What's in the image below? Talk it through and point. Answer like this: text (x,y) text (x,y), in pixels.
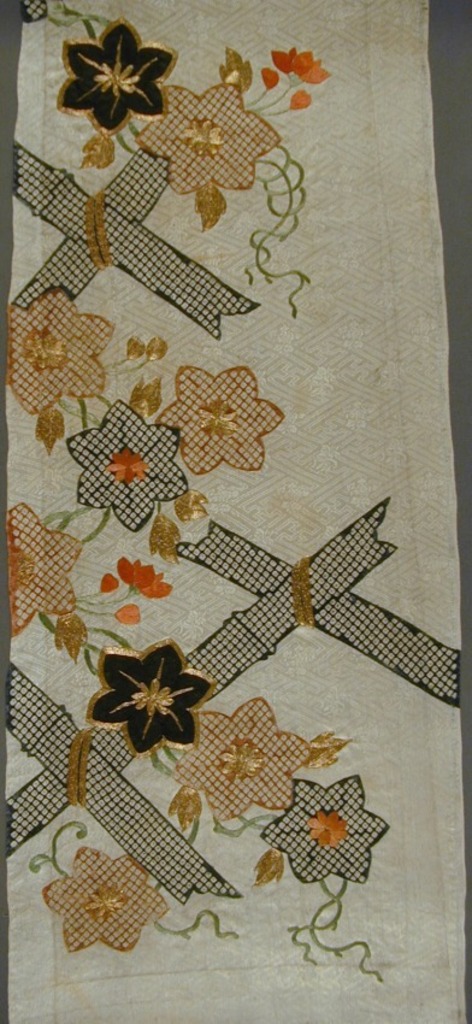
In this image, we can see a design (217,804) on the cloth (248,455).
